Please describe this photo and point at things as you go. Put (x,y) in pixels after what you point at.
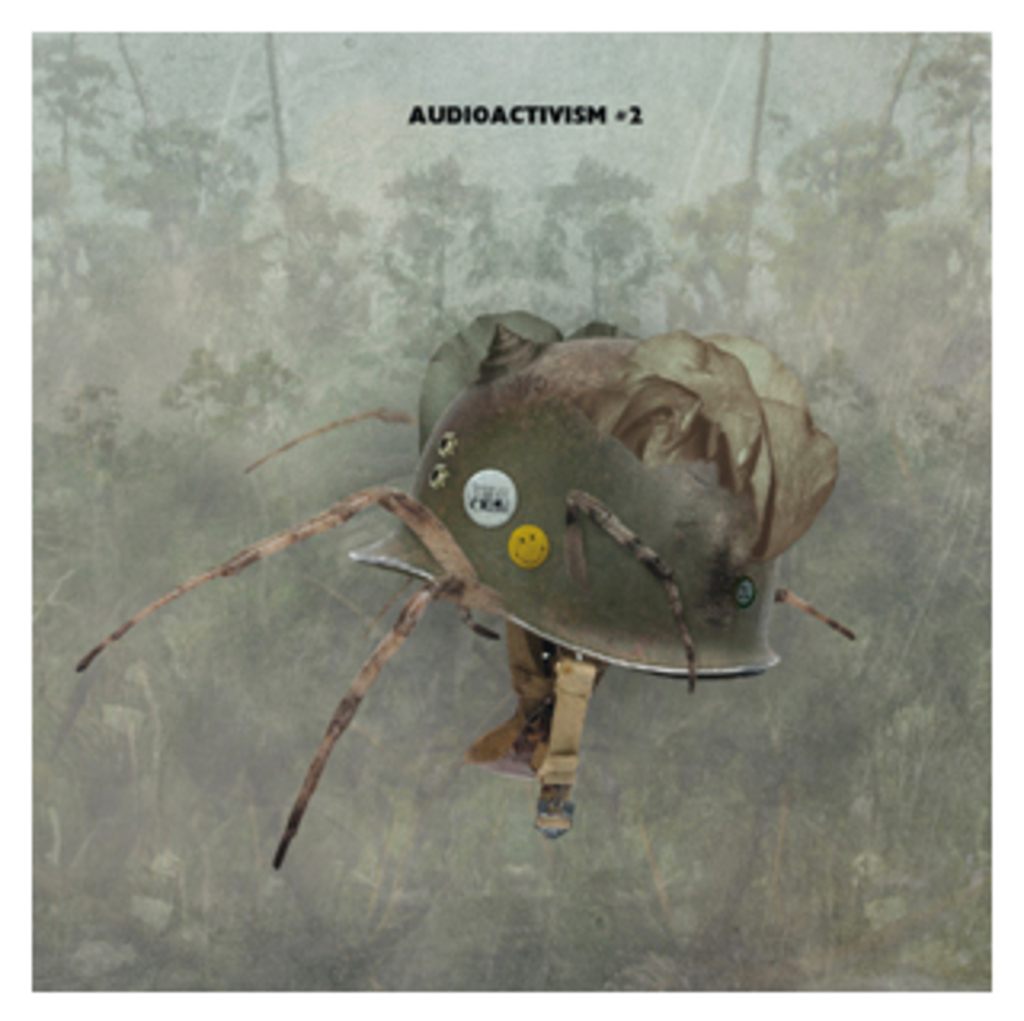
This looks like an edited image. I think this is a helmet (522,573). In the background (316,577), I can see the trees (959,206) and plants (469,952). This is the watermark (481,111) on the image.
